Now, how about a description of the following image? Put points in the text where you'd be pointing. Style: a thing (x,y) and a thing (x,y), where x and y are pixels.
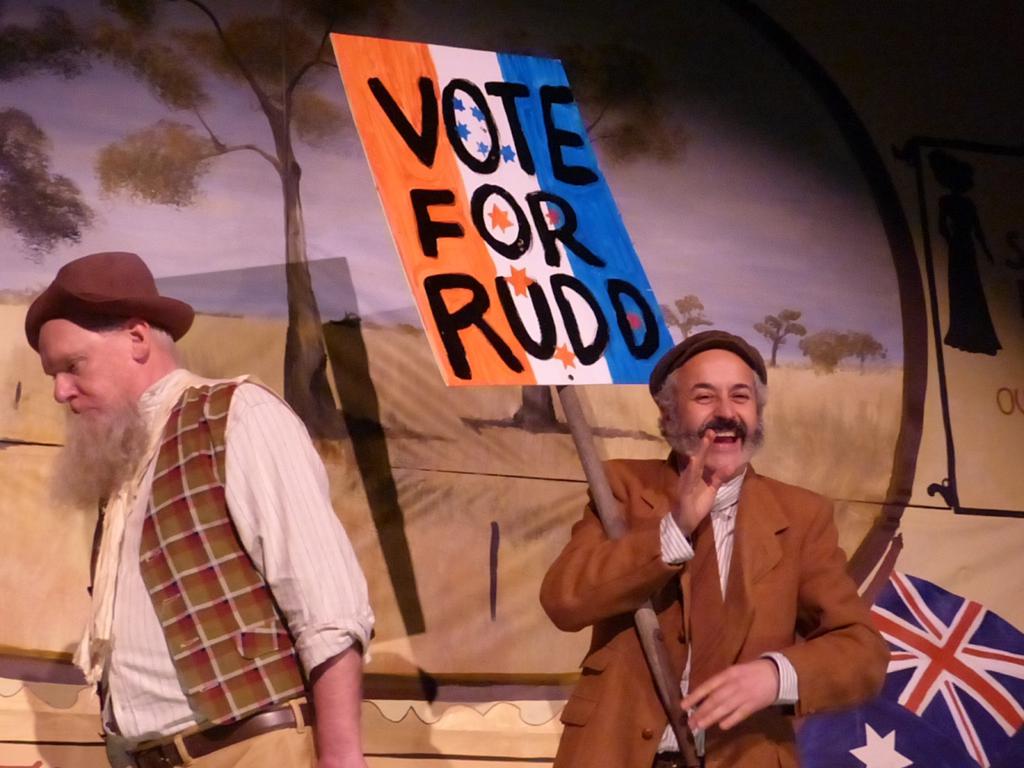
In this image there are two people (578,531) standing, one of them is smiling and holding a board (486,208) with some text (518,211) on it, behind them there is a painting (485,461) on the wall (959,408).
